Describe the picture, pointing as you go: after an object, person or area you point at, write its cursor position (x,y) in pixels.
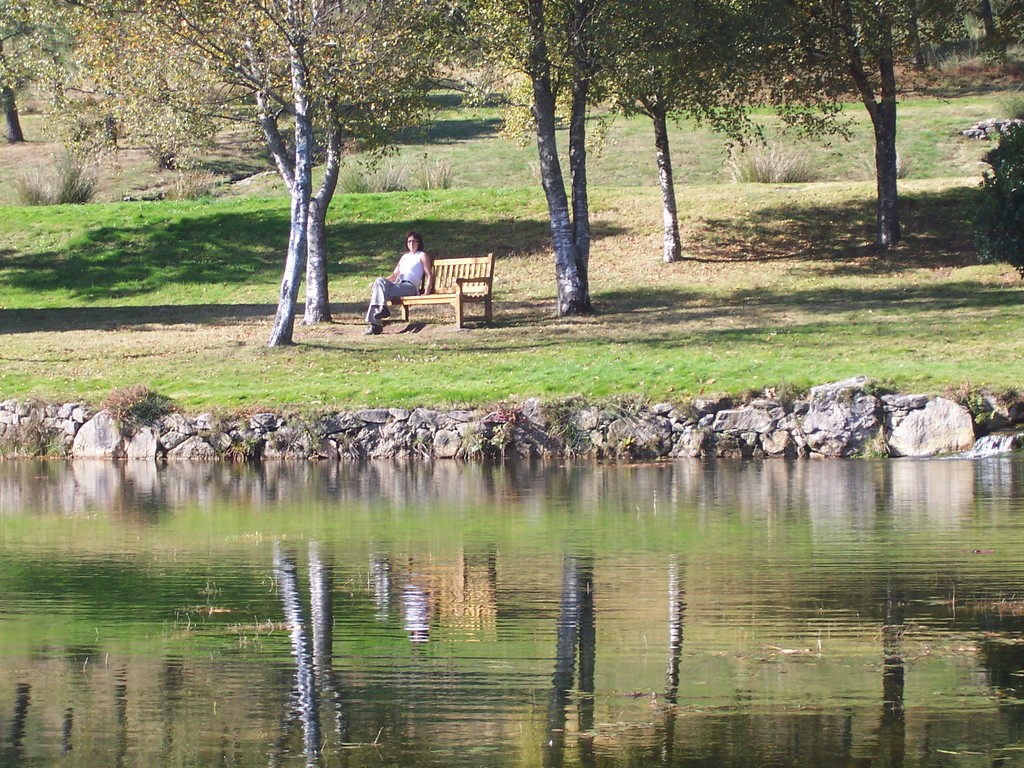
At the bottom of this image (321,523), there is water (221,594). In the background (677,388), there are trees (247,85), plants (996,210), grass (63,273), stones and a woman (376,280) sitting on a wooden bench (443,273).
